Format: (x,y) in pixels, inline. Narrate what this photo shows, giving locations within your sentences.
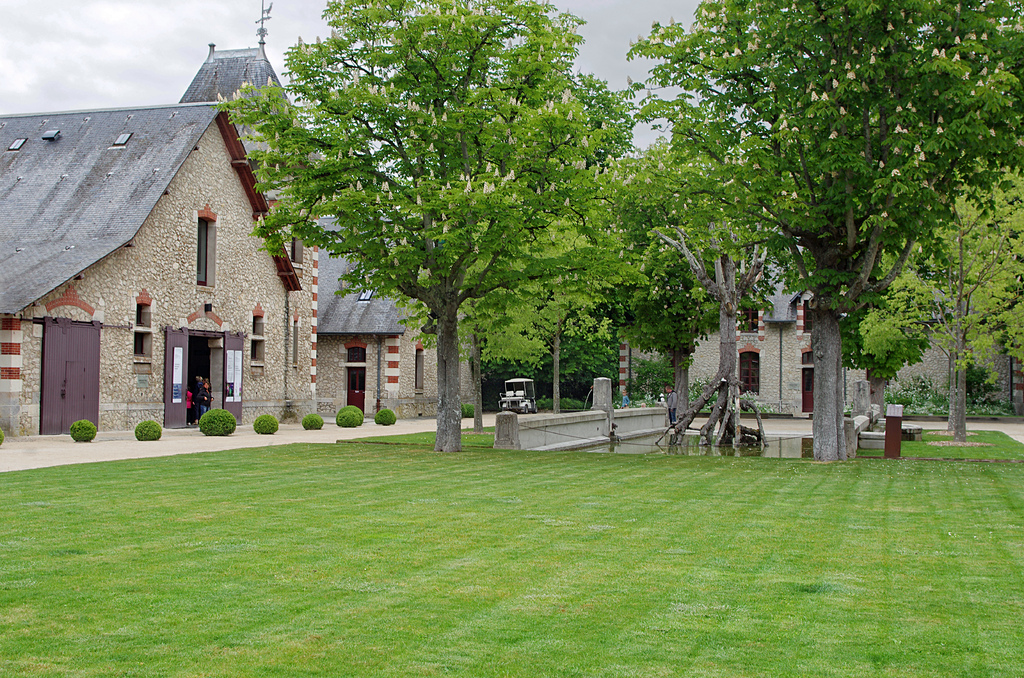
In this picture we can see grass (489,548), few trees (455,180), buildings (230,331) and few people (208,406), in the background (505,385) we can see a vehicle (517,391).
